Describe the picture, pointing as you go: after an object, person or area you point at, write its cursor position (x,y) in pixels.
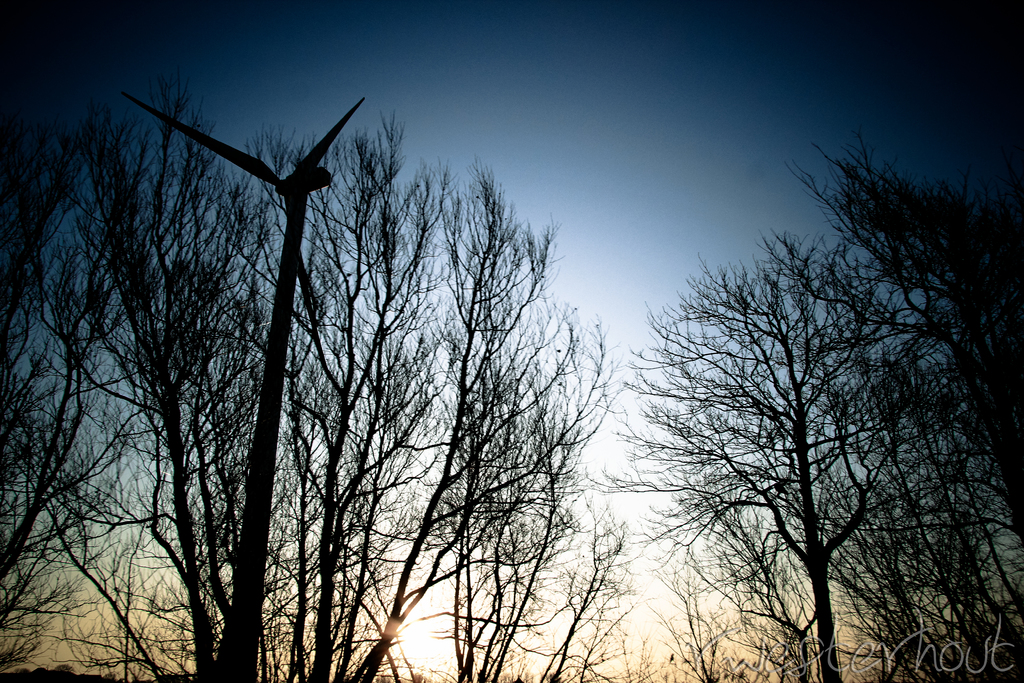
In this picture there is a windmill (224,150) in the front (212,140). Behind there are many dry trees (322,217) and in the background (307,131) there is a blue color sky (292,136).
